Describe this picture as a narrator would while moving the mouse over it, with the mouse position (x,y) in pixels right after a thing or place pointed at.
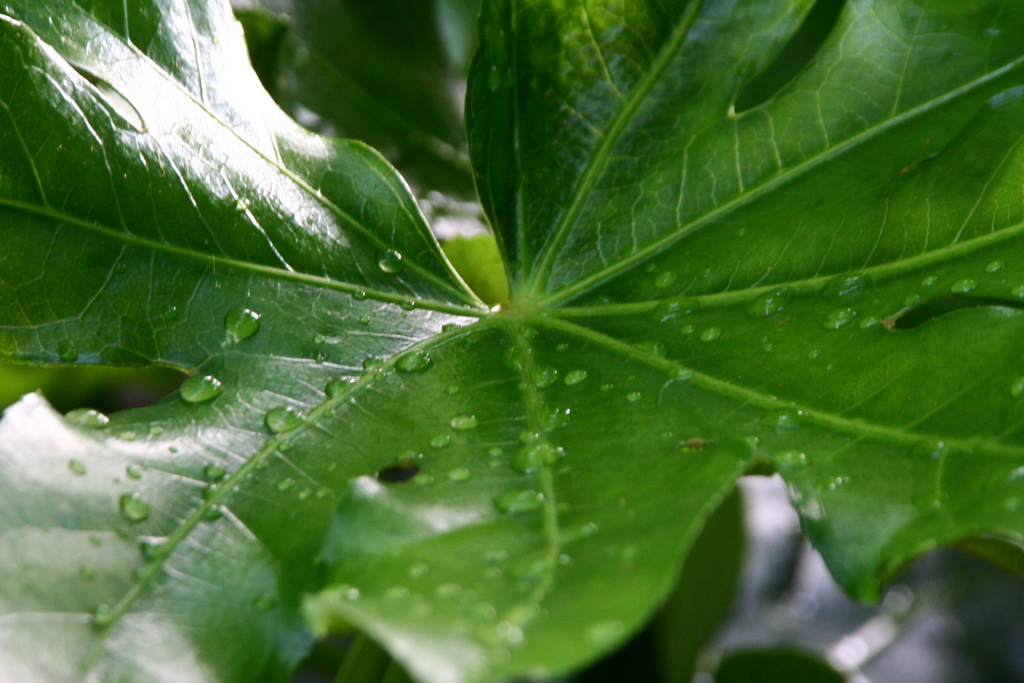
In this image we can see a zoomed in picture of a leaf (633,392).
